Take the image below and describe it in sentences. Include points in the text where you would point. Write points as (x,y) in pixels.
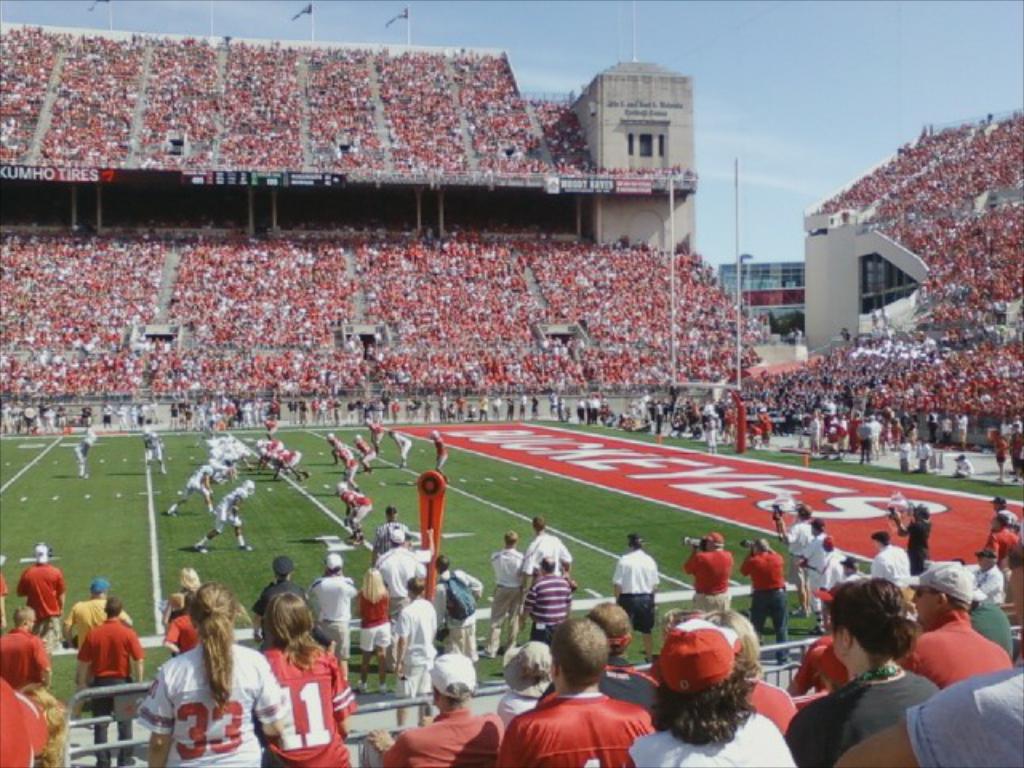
In this image I can see a group of people (299,456) are playing a football game on the ground (462,482), fence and a crowd (523,583) in the stadium (523,583). In the background (707,131) I can see buildings (841,287), poles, flags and the sky (436,43). This image is taken may be during a day.
